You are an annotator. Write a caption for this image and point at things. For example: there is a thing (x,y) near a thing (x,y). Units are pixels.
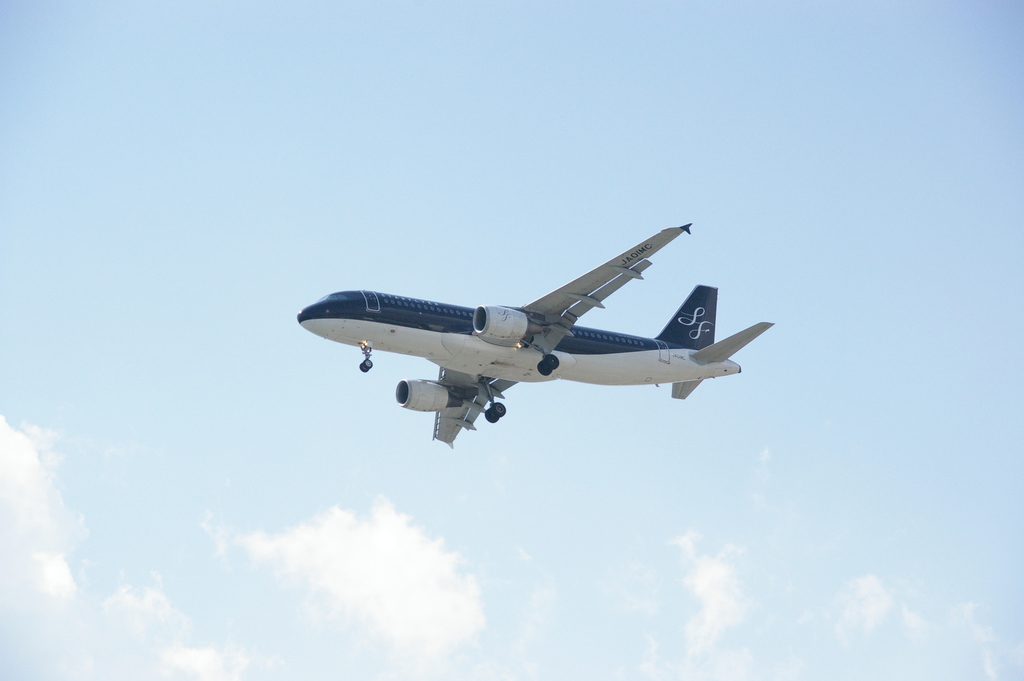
In this picture I can see the passenger plane (464,342) which is flying in the sky (144,402). At the bottom (148,455) I can see the sky (208,541) and clouds (650,672).
